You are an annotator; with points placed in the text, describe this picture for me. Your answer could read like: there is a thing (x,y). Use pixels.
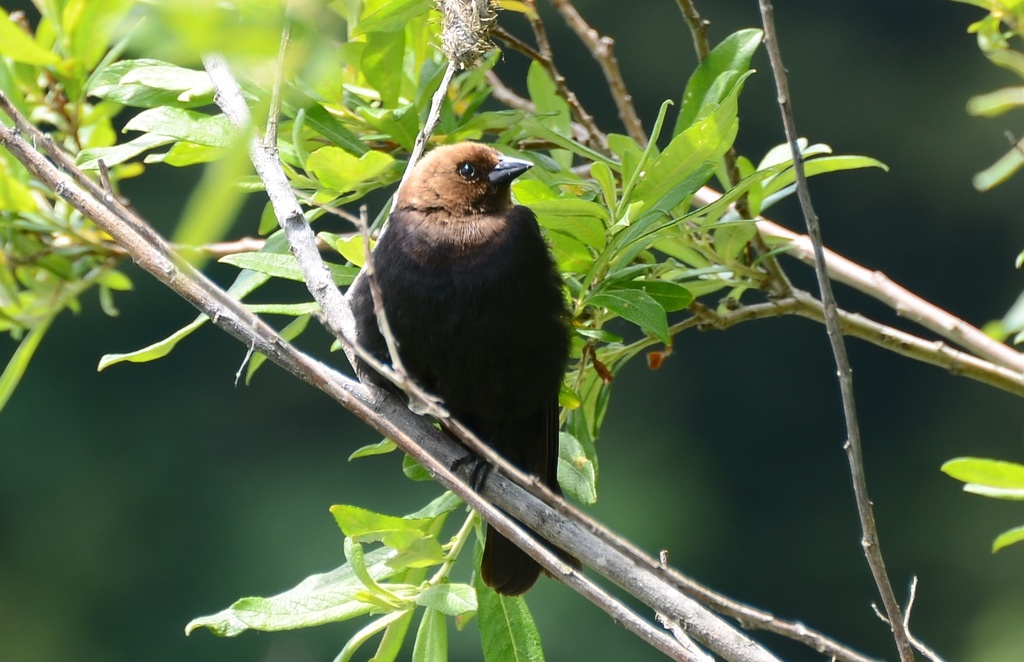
In this image there is a bird (491,244) on the tree (579,587). The background (724,453) is blurred.
